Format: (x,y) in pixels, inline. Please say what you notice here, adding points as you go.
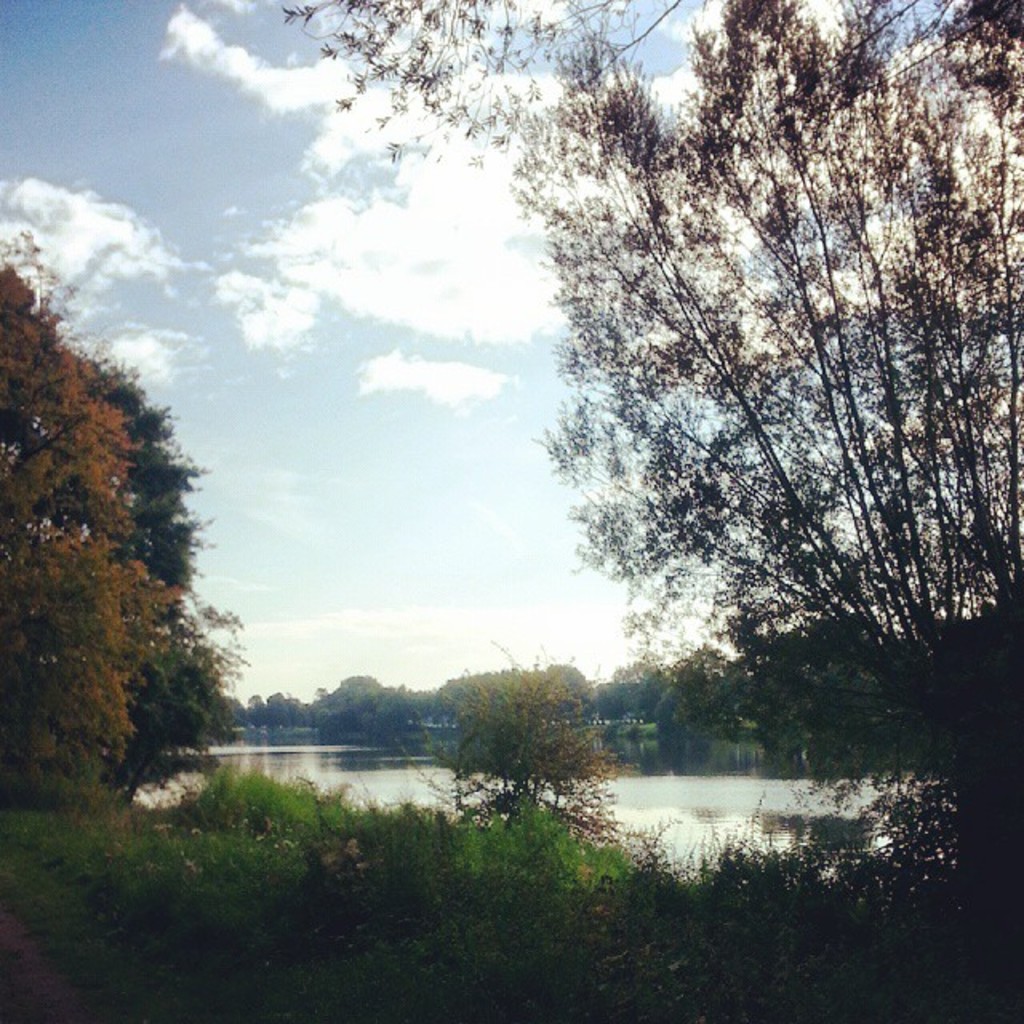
In this image I can see few trees (132,507) in green color. In the background (377,760) I can see the water (376,772) and the sky (347,384) is in blue and white color.
